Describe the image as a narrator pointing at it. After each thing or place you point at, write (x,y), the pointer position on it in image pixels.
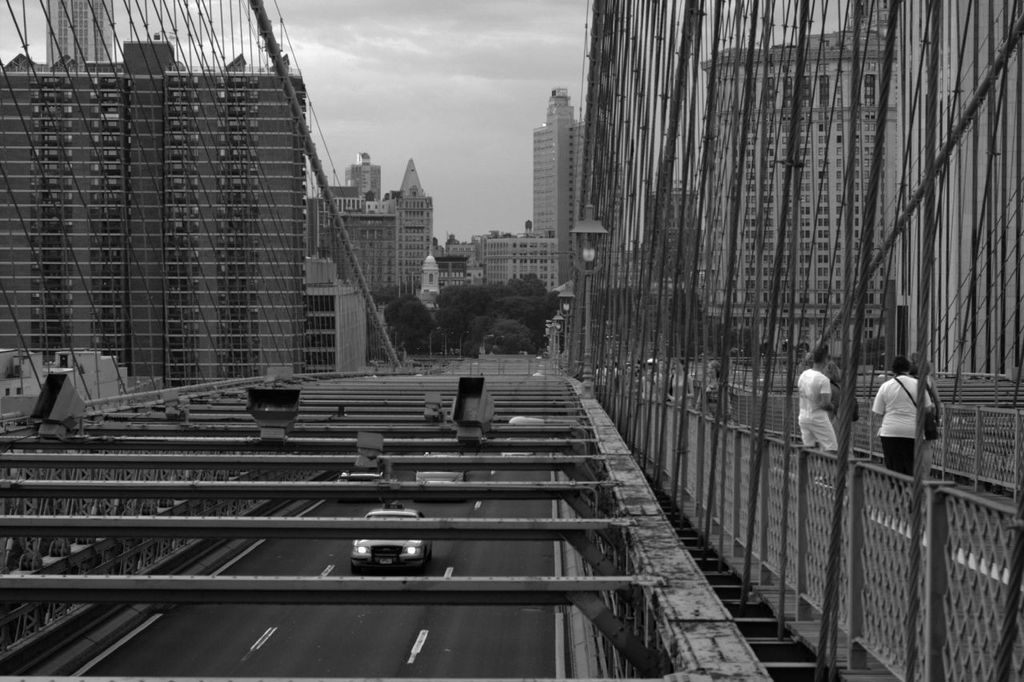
In the picture I can see people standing on the bridge (940,520). I can also see vehicles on the road (339,544), buildings (318,364), trees (490,325) and wires (753,477). In the background (420,141) I can see the sky (477,152). This picture is black and white in color.
